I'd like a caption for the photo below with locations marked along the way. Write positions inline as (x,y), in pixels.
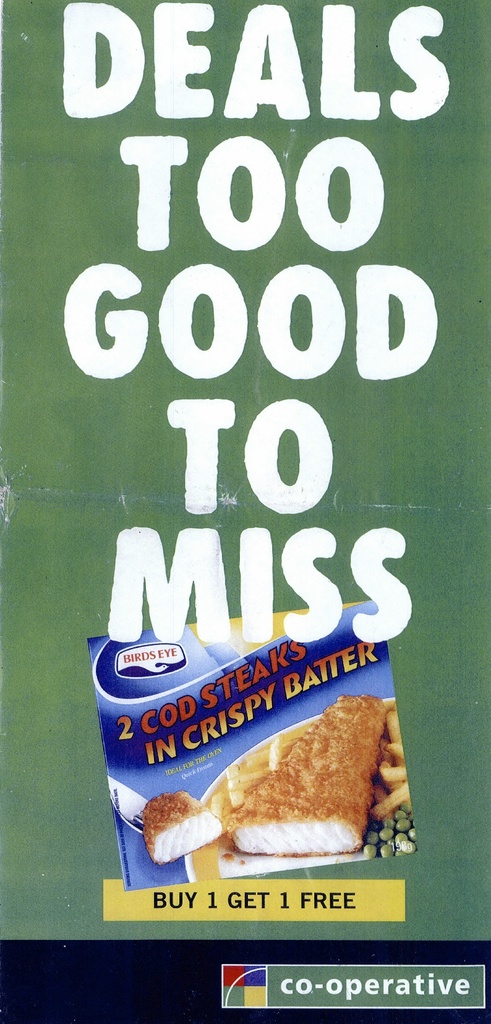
In this picture I can see a poster (248,712) with text (262,555) and a picture (290,689) on it and I can see text (285,987) at the bottom right corner of the picture (407,990).
